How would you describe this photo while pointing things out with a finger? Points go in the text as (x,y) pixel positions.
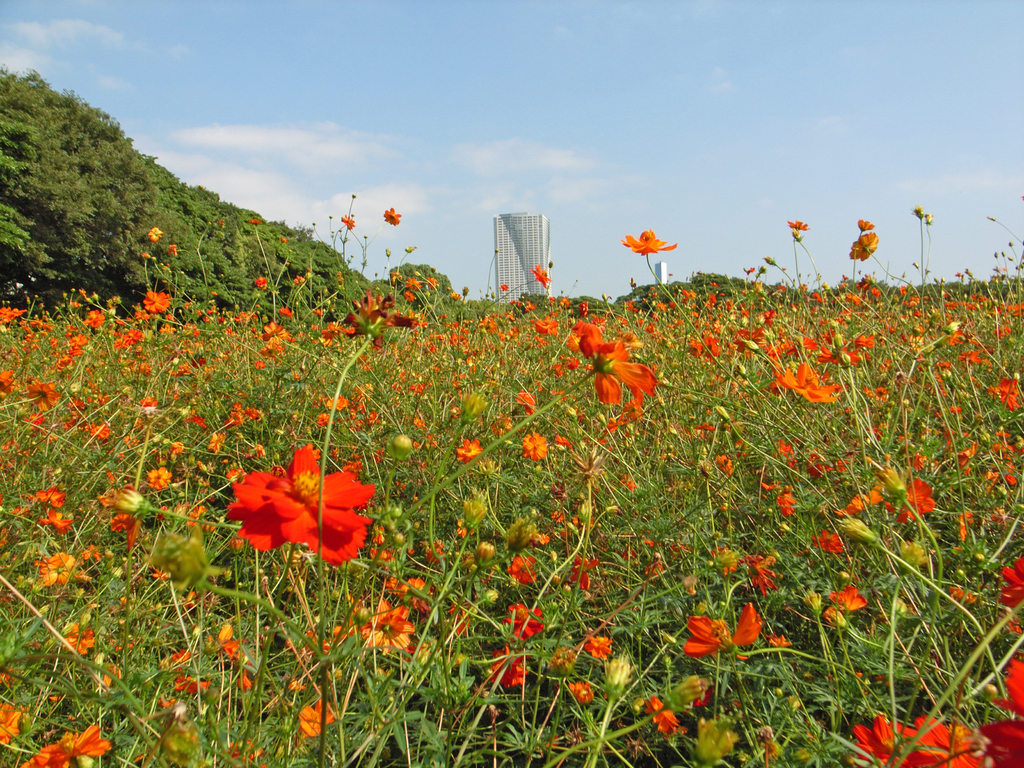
In this image we can see flower plants (559,317) at the bottom (458,522), and trees (55,225) on the left side (198,289), and building (511,289) in the middle of this image (505,257). There is a sky (437,158) in the background (699,148).
